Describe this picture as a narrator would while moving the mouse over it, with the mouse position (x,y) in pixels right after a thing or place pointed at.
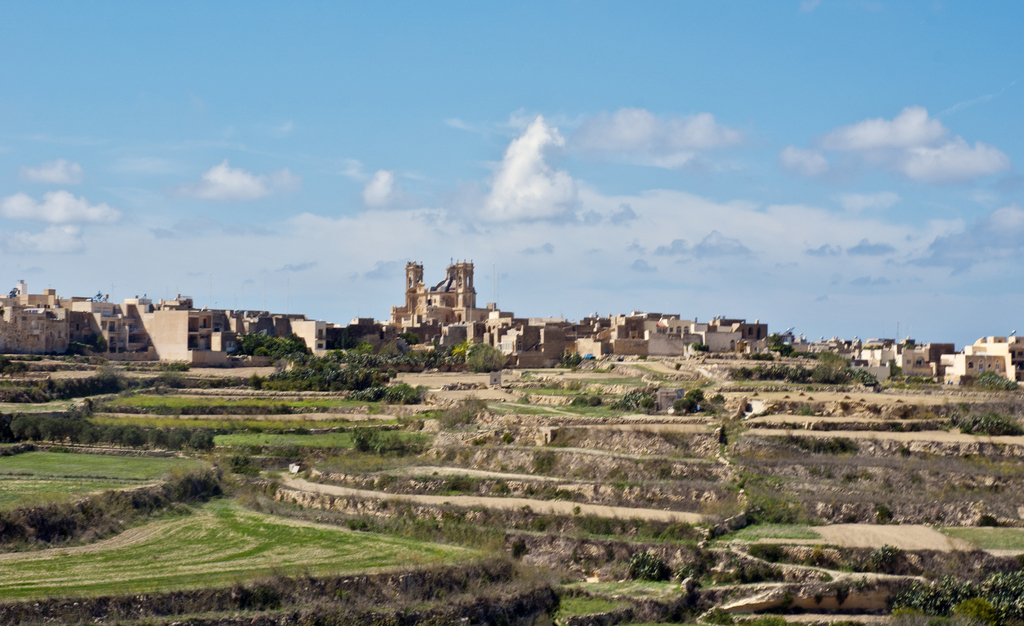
In the picture I can see the grass (472,548), plants (443,523), trees (362,389) and buildings (526,342). In the background (403,276) I can see the sky (209,152).
